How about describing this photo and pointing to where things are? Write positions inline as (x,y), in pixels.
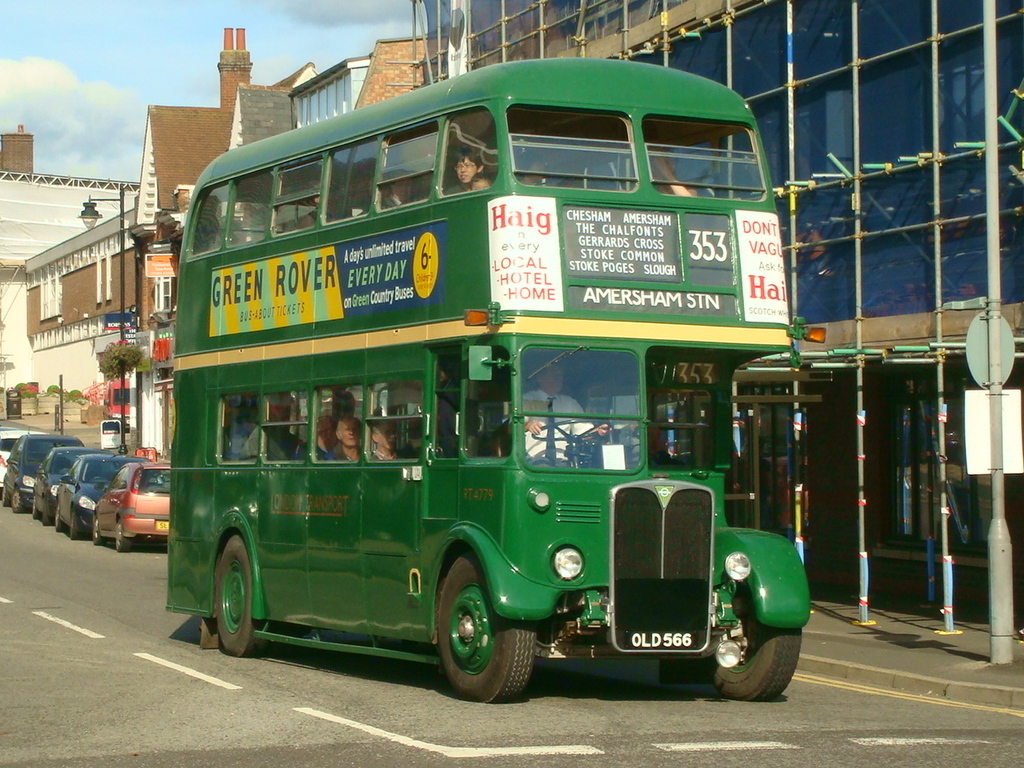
There are vehicles (747,671) on the road (315,717) and we can see persons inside a vehicle (224,647). In the background (12,321) we can see buildings (907,177), poles (1005,648), boards (1016,441), lights (88,218), plants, and sky (153,51) with clouds (109,83).
